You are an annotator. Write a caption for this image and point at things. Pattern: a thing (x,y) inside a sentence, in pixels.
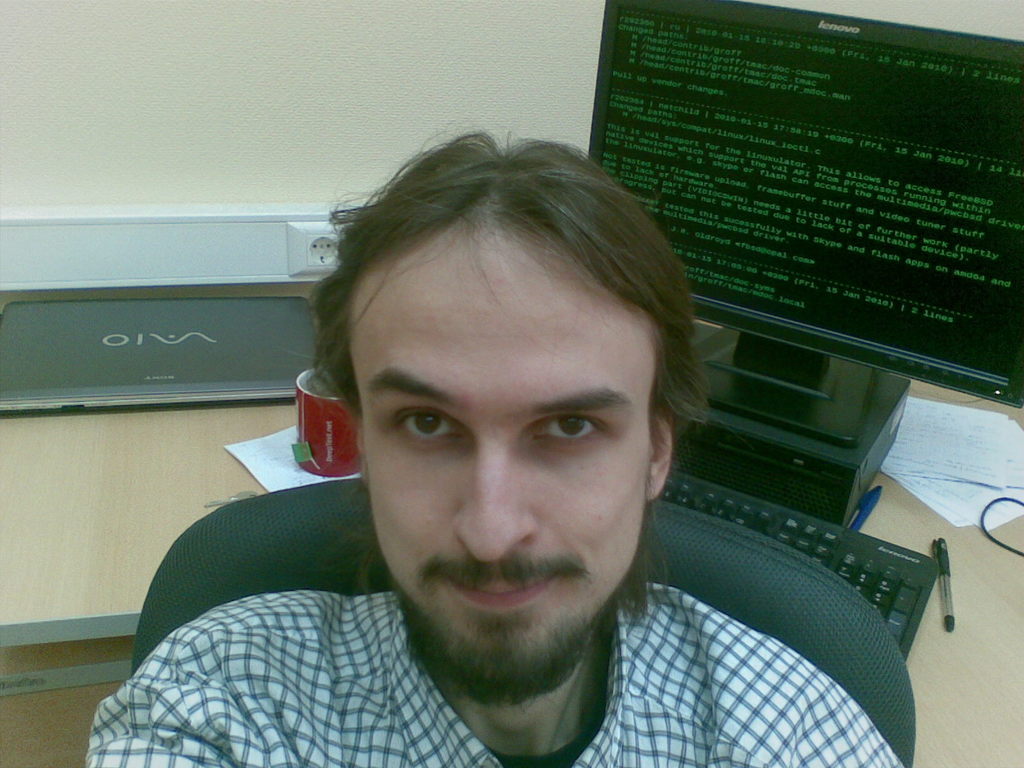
In this picture I can see there is a person (495,552) sitting in the chair (225,596) and in the backdrop (11,373) I can see there is a computer (805,185), key board (807,539) and a coffee cup (307,438).
